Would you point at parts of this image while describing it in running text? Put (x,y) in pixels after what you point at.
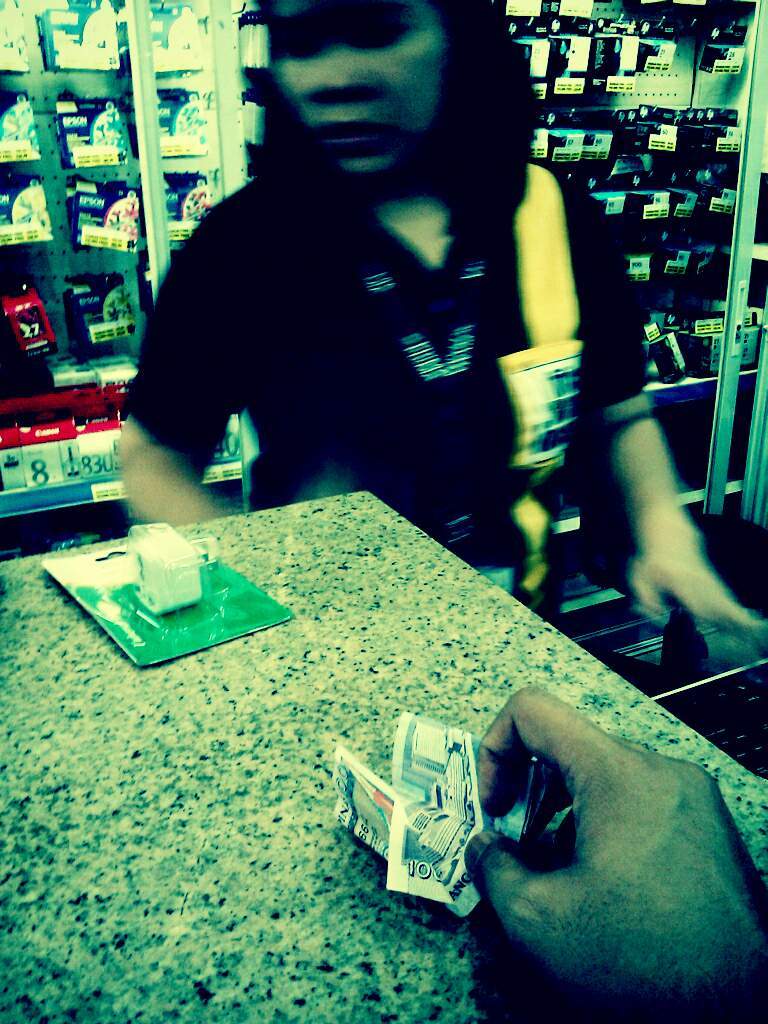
In this image we can see a person (418,383) standing near the table (317,636), on the table (342,603) there is an object (172,586) and a person's hand (509,768) holding a paper (405,815), in the background (78,244) there are few objects (168,183) hanged in the rack (648,88).
